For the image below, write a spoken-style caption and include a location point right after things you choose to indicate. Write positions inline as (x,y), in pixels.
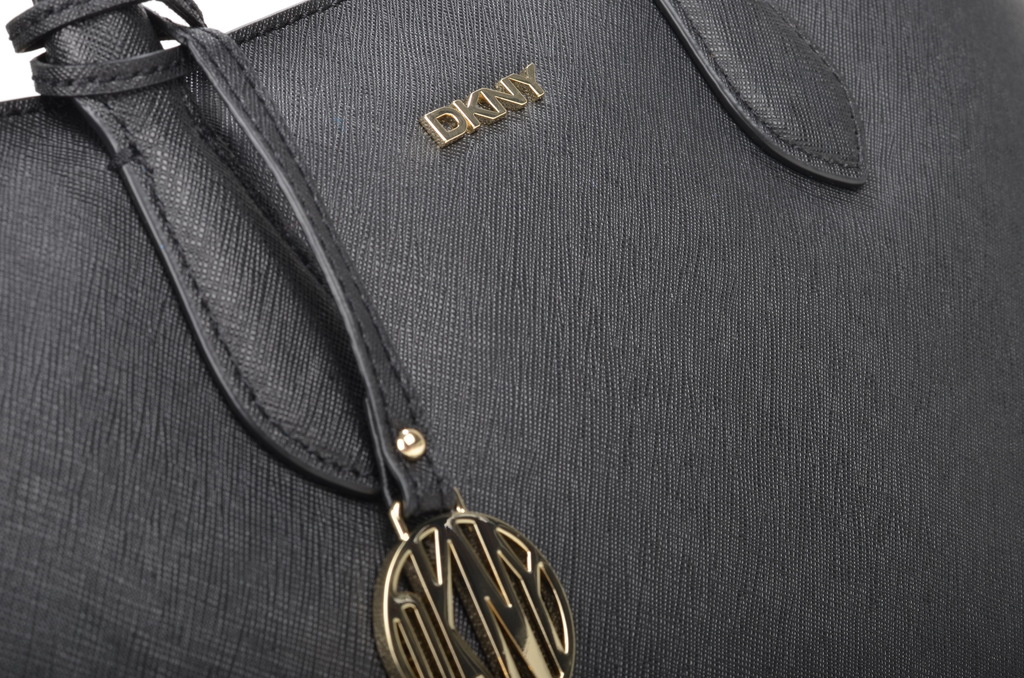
This image consist of a black handbag (471,183). There is a name (475,95) written on the bag (491,122). It is ' DKNY'.
